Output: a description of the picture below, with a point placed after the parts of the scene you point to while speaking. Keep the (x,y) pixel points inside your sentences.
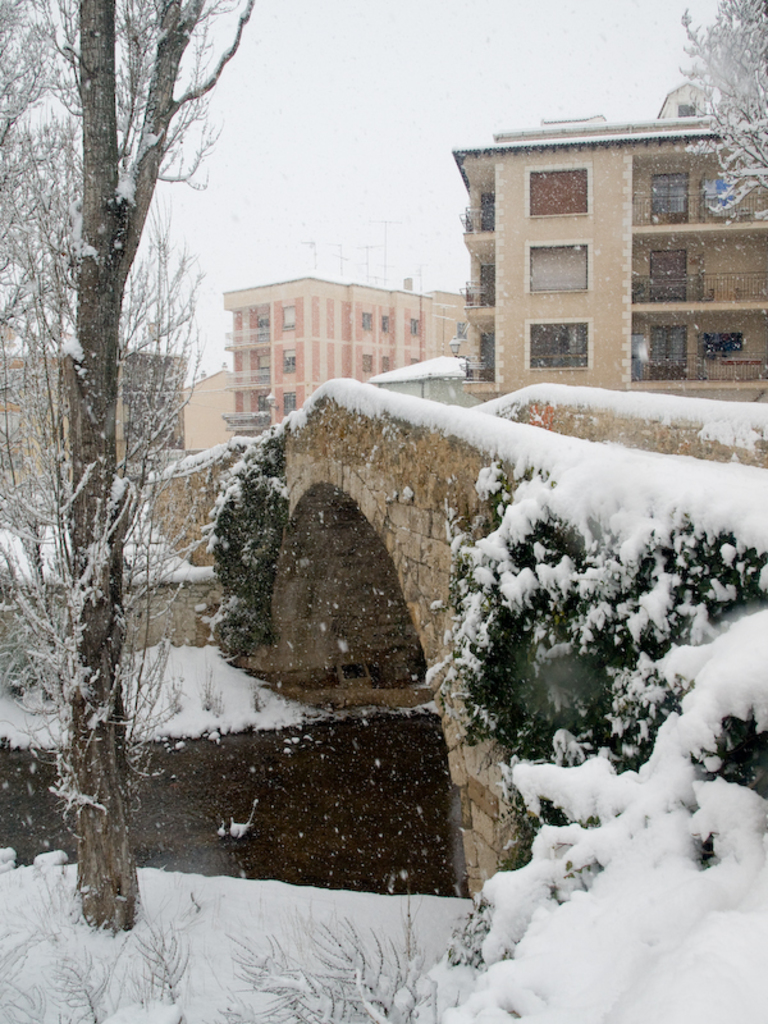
In the foreground of this image (467,973), on the bottom (519,973), there is the snow (311,902). In the left (26,38), there is a tree (26,49). On the right (676,496), there is a bridge (411,500). In the background (425,333), there are few buildings (401,334) and the sky (475,74).
